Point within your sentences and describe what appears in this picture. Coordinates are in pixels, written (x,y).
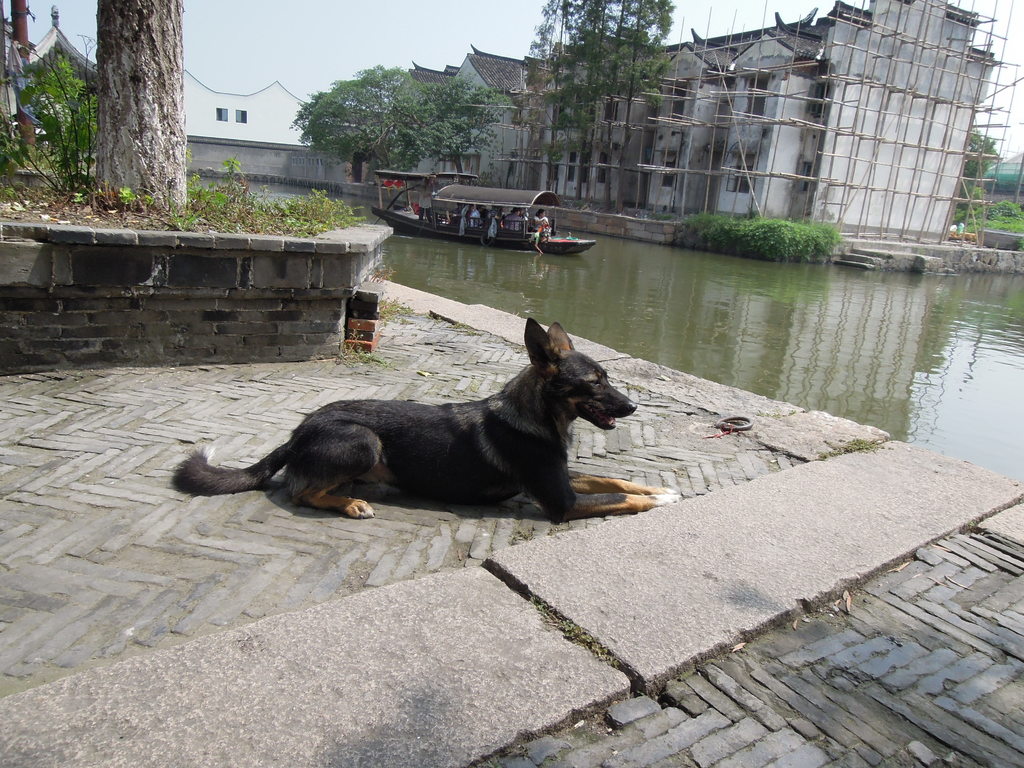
Front a dog (498,439) is sitting on this ground (317,512). On this water (640,315) there is a boat (468,195) with people (537,220). Background (401,105) there is a building (424,80), plants (970,226) and trees (408,87).
